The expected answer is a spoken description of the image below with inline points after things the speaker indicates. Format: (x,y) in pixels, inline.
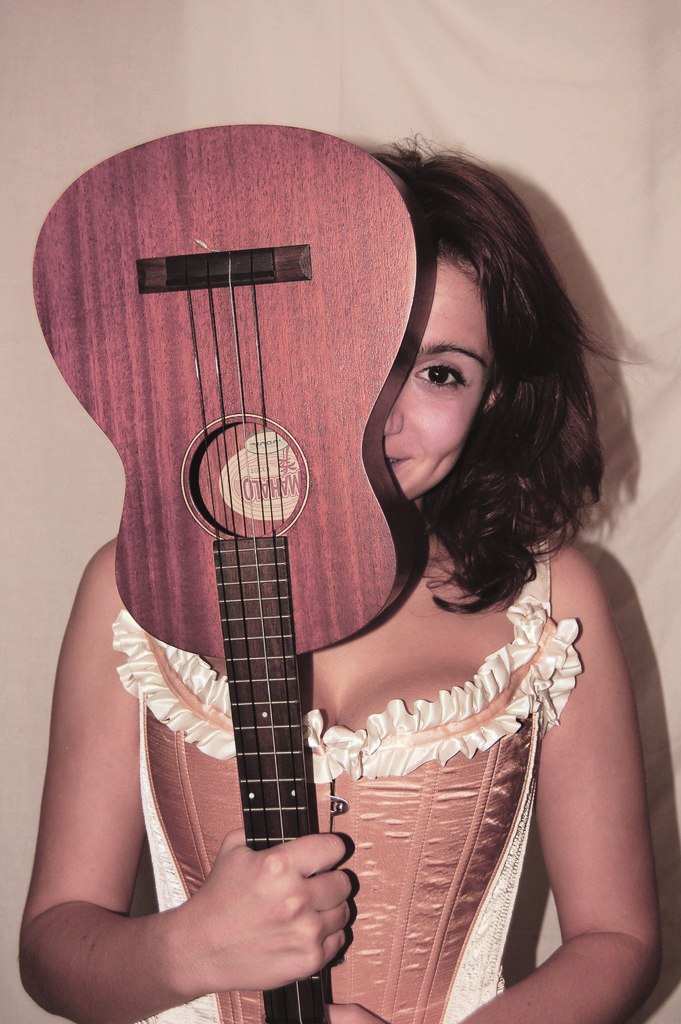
A woman (401,673) is holding guitar (333,621) in her hands (305,867) and smiling.
